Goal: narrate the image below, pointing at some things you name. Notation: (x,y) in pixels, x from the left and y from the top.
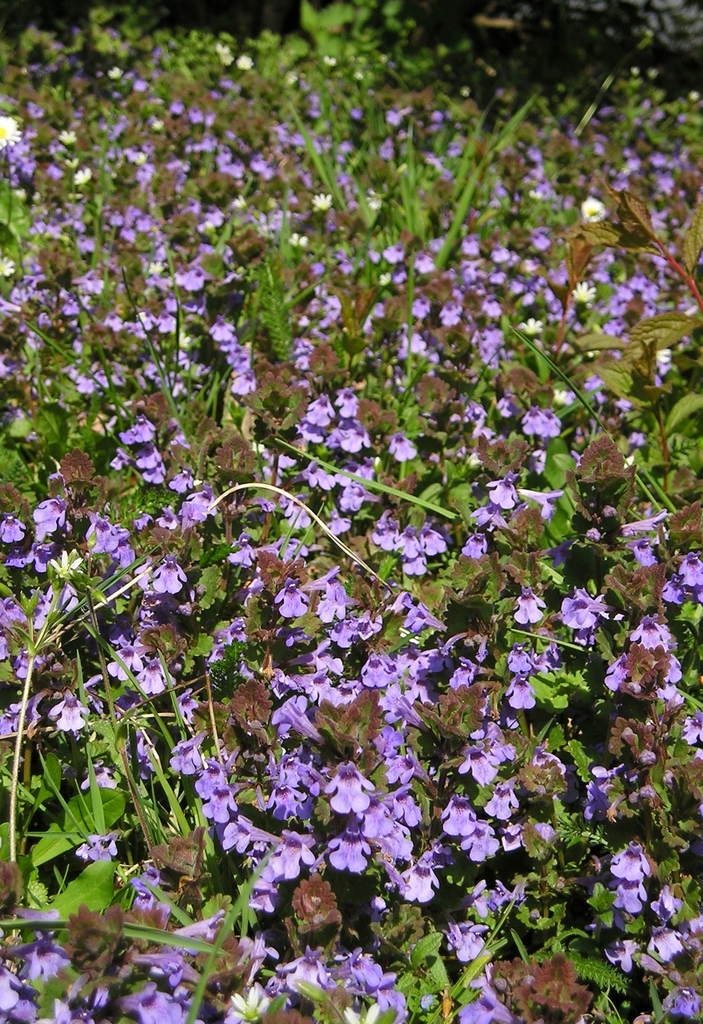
In this picture I can see there are plants (315,717) and it has many violet flowers (315,717). The backdrop (19,206) is blurred.
